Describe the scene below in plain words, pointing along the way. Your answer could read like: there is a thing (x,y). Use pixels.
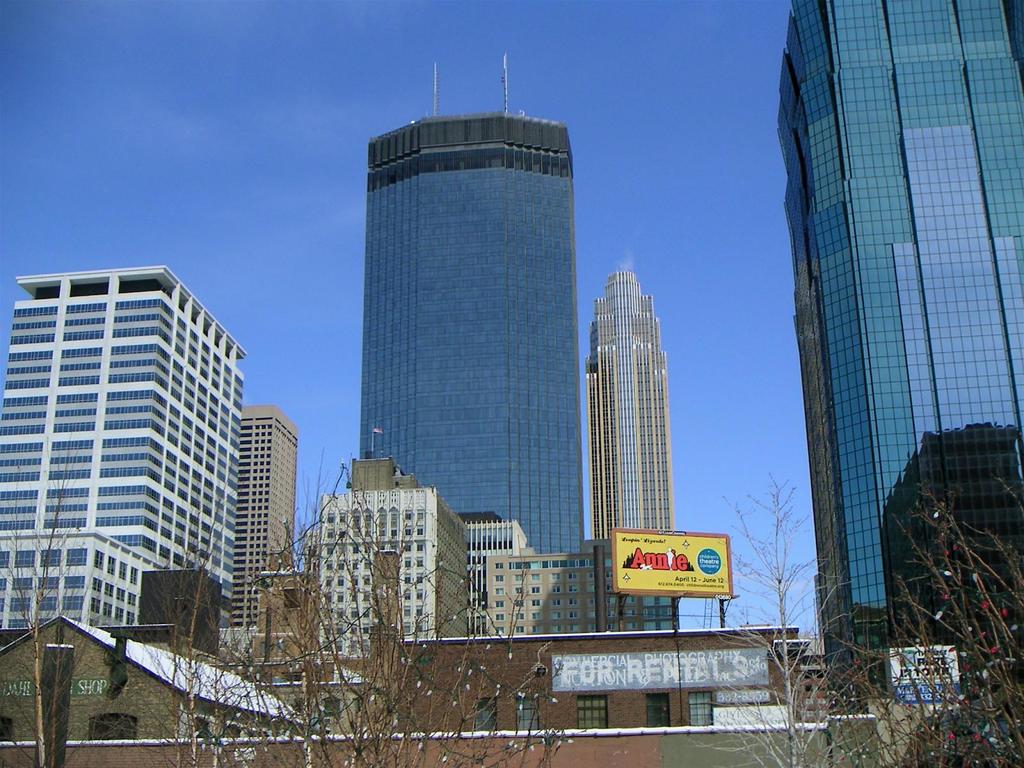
This is the picture of a city (868,29). In this image there are buildings (342,647) and trees (980,679) and there are hoardings (723,543). At the top (300,116) there is sky (343,71).
